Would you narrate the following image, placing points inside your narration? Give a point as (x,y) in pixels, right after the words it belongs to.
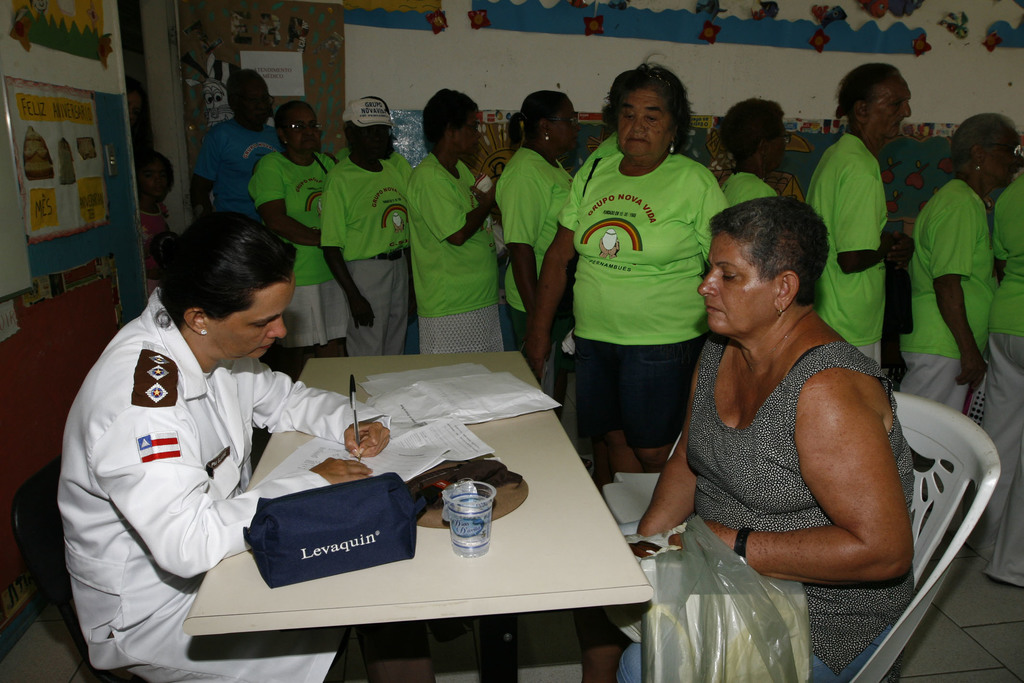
In this image there are two women (805,586) sitting on chairs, in the middle (531,428) there is a table (538,555), on that table (550,530) there are papers (407,440), bag (396,479) and a glass (476,495), in the background (348,221) there are people (547,173) standing in a line and there is a wall (118,94) to that wall (701,81) there is a door (227,53).
